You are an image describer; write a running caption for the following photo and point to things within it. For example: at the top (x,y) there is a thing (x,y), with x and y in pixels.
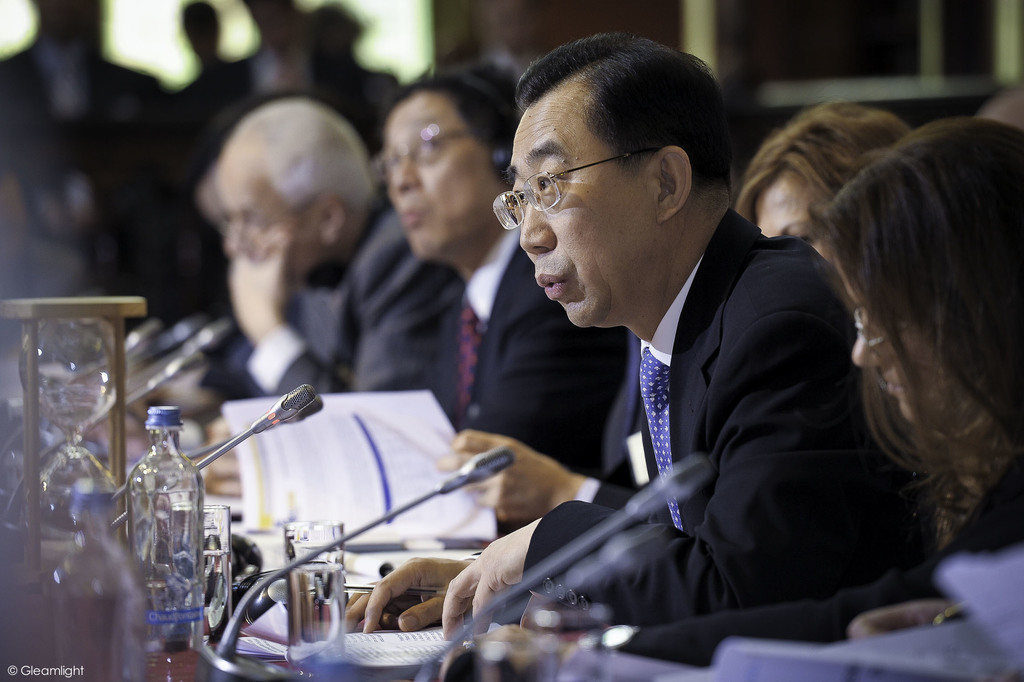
In this picture there are people (361,298) those who are sitting in series in the center of the image (466,346) and there is a table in front of them on which there are bottles (166,491), glasses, books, and mics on it, there are other people (296,60) those who are standing in the background area of the image (195,46).
